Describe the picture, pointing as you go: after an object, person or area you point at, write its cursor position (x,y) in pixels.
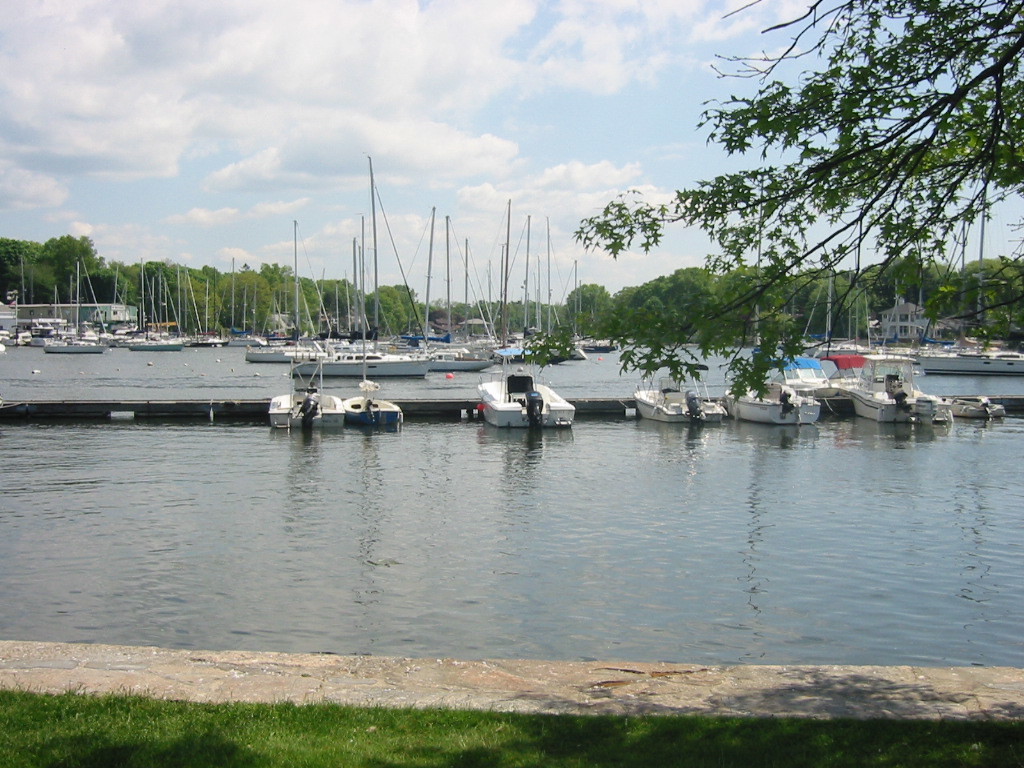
At the bottom (536,551) there is water (678,557), in the middle (509,356) there are boats (389,377), at the back side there are trees (891,268). At the top (503,141) it is the cloudy sky (488,145).
